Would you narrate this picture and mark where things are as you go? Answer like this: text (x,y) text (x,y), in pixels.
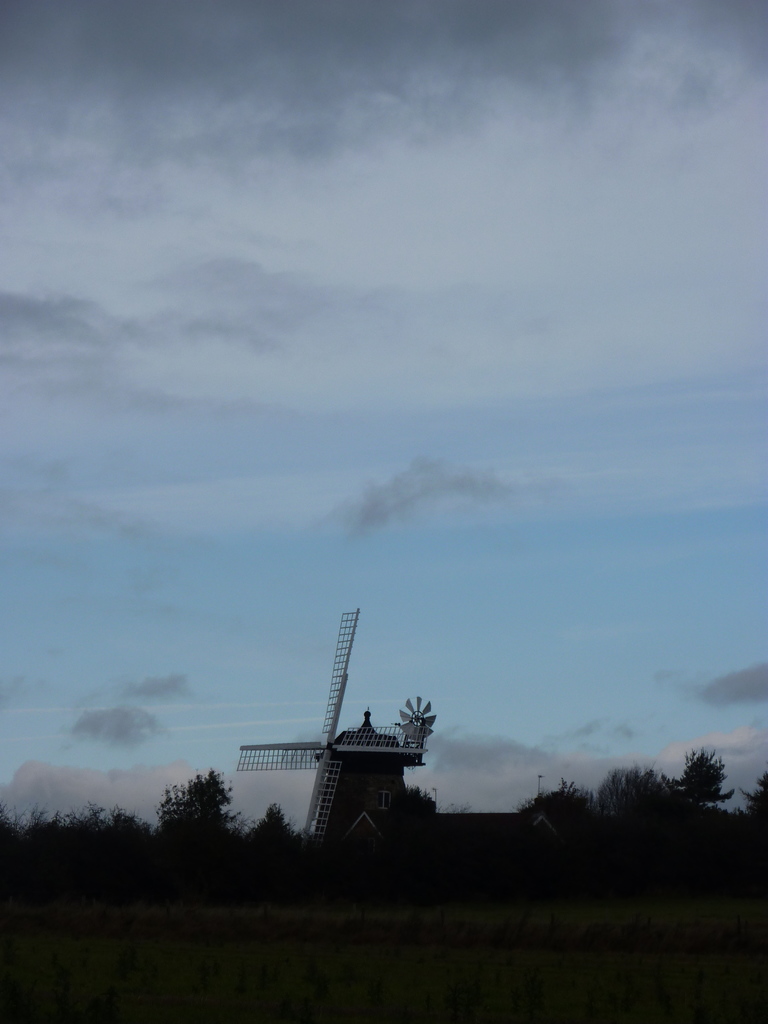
This image is clicked outside. In the front (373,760), we can see a windmill (395,764) along with trees (756,892) and plants (509,936). At the top (312,204), there are clouds (68,230) in the sky (364,275).
